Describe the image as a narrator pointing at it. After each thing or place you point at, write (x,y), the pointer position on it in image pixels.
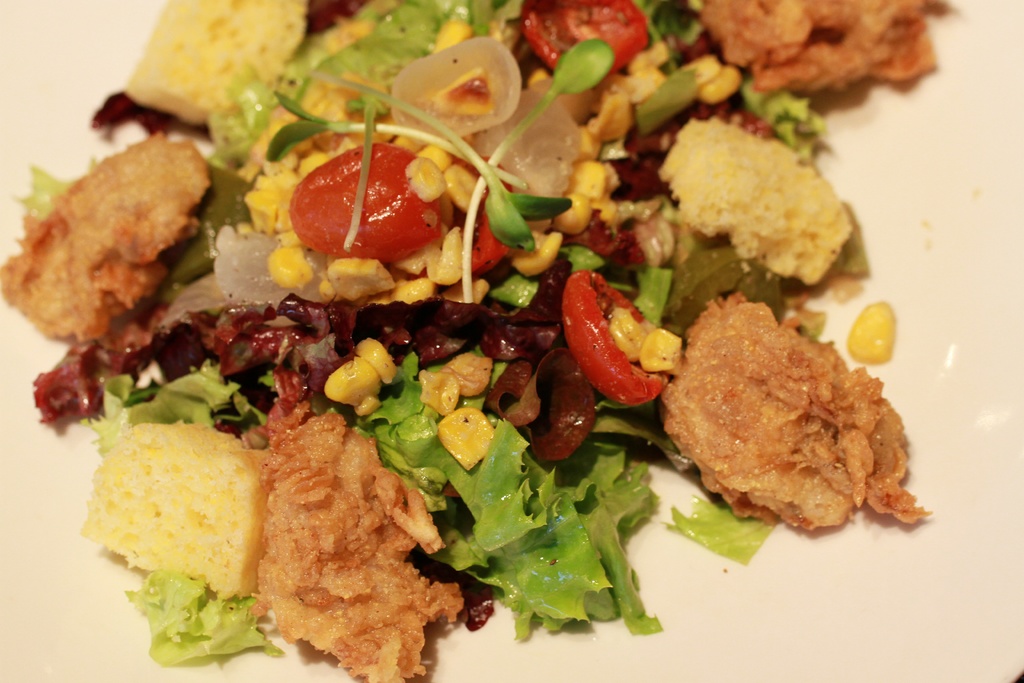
In this image, we can see some food (576,342).
